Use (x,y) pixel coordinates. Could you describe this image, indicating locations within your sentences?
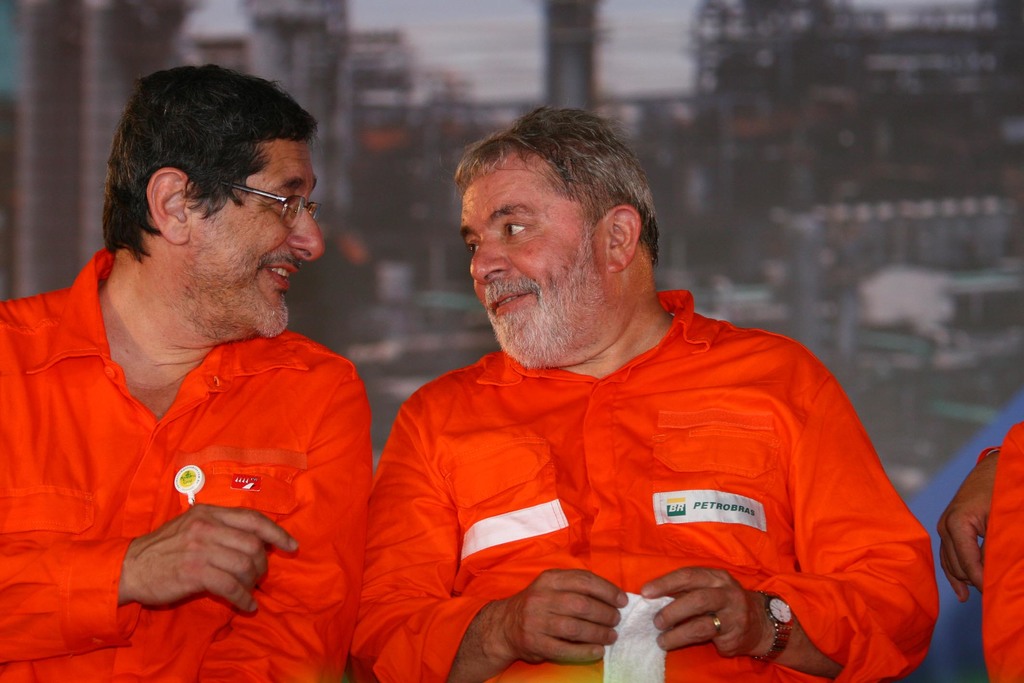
As we can see in the image in the front (527,272) there are three people (831,581) wearing orange color shirts (633,464). In the background (27,37) there are building (52,62) and the background (60,72) is blurred.
